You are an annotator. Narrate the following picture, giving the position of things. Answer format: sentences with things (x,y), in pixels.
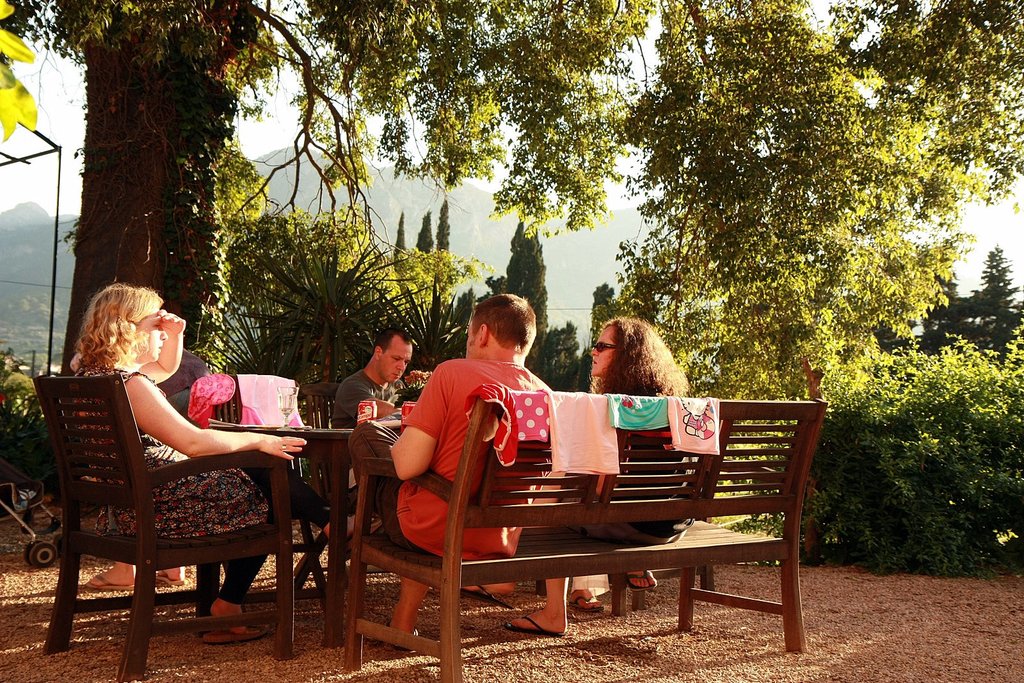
This picture shows there are some people (462,408) sitting in the chair (124,444) and a bench (483,480) in front of a table (316,434), on which some tins (365,413) were placed. There are some plants (322,300), trees (708,276) here. In the background (441,204) there is a hill (289,174) and a sky (279,109) here.
